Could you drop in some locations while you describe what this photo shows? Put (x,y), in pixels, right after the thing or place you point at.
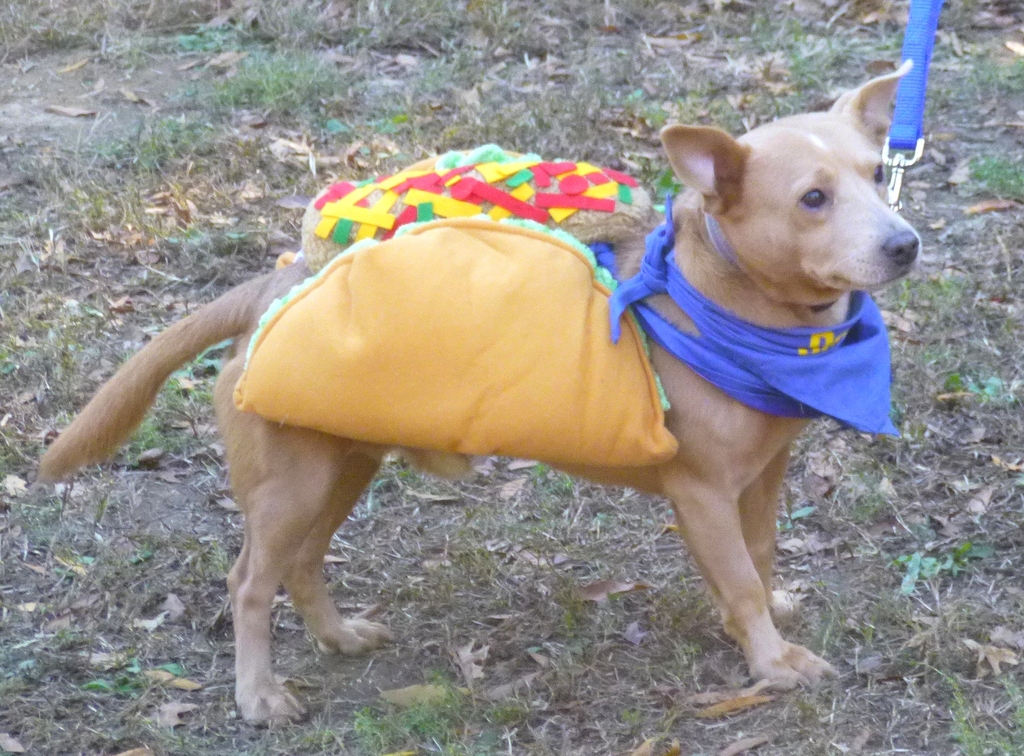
In this picture we can see a dog (793,284) is standing in the front (692,330), this dog (692,330) is carrying clothes (453,328), we can see a strap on its neck (712,286), there are some leaves (445,100) and grass (428,97) at the bottom (393,663).
